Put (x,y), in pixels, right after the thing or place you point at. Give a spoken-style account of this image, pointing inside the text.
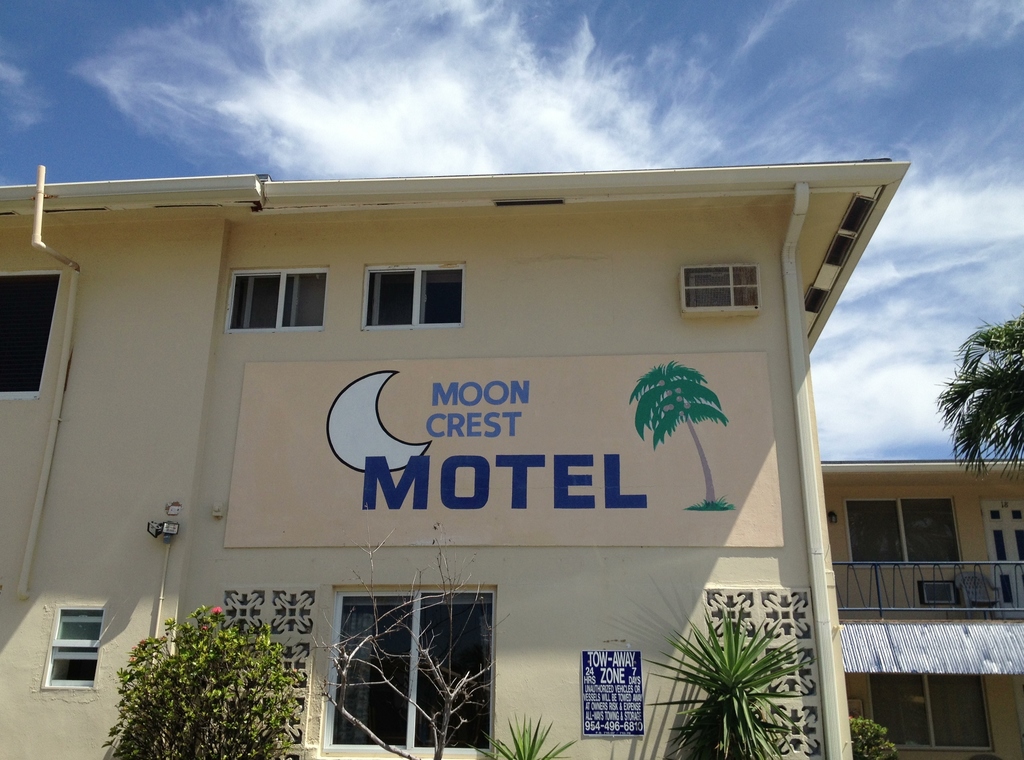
In this image we can see a building (538,446) with a poster (384,457) and some text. There are plants (722,686). At the top of the image (475,60) there is sky (524,75) and clouds (675,106).
